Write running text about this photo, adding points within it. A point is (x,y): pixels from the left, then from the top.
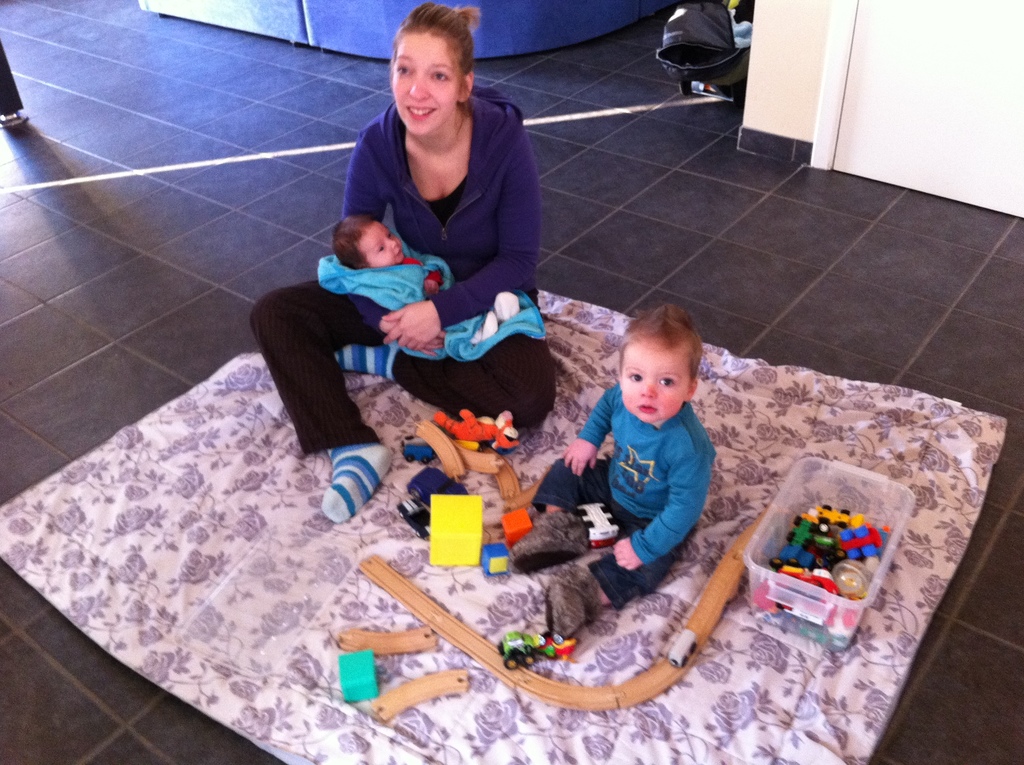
In the image we can see there are people (645,576) sitting on the cloth (421,540) and there are toys (408,507) kept on the cloth (160,597). The cloth (366,724) is kept on the floor (666,153) and there is a woman (392,318) sitting and carrying baby (385,257) in her lap (336,308). Behind there is a bag (724,29) kept on the floor (107,396).
